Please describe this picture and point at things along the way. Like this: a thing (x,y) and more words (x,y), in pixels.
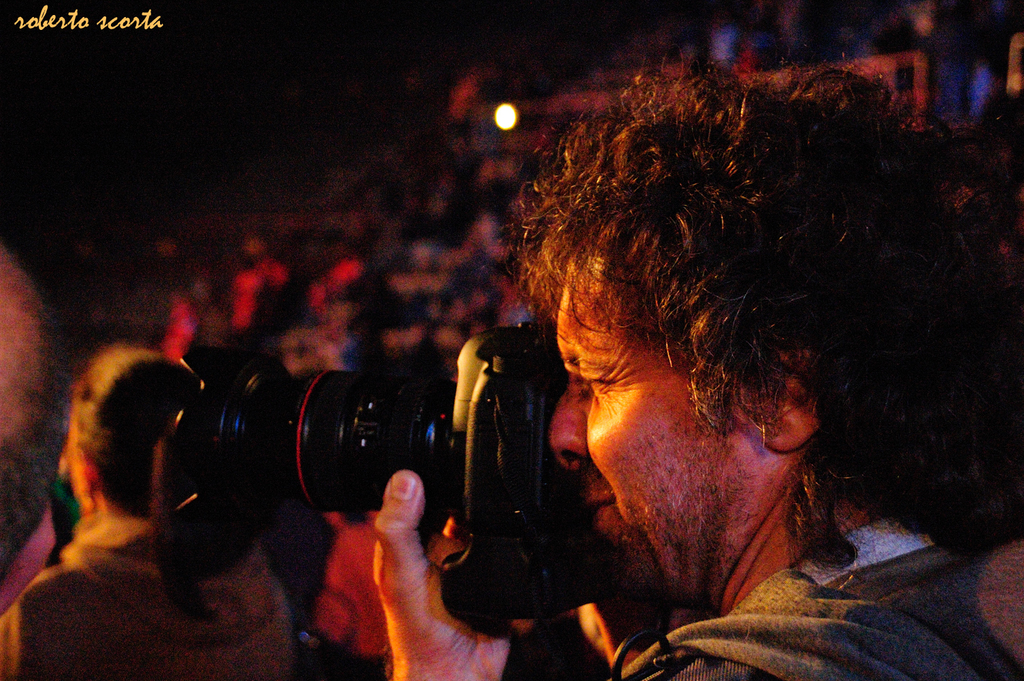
In this picture, In the right side (972,678) there is a man (775,268) standing and holding a camera (528,542) which is in black color and he is taking the picture, In the background (29,579) there are some people (173,331) standing.
